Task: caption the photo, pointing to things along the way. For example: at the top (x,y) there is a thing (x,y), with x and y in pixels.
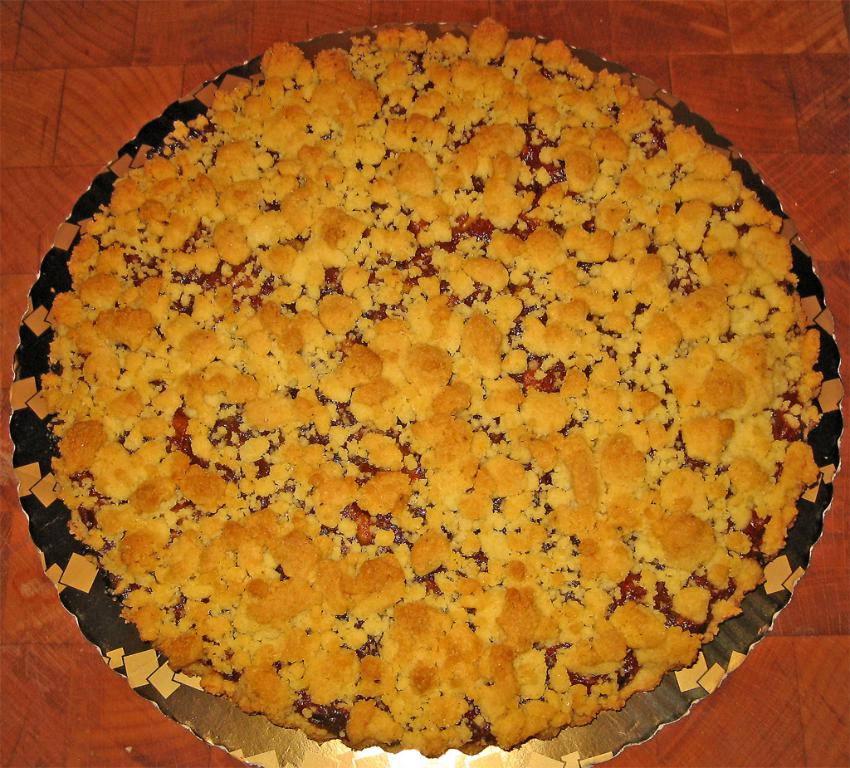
As we can see in the image there are orange color tiles (230,65) and a dish (359,343).
